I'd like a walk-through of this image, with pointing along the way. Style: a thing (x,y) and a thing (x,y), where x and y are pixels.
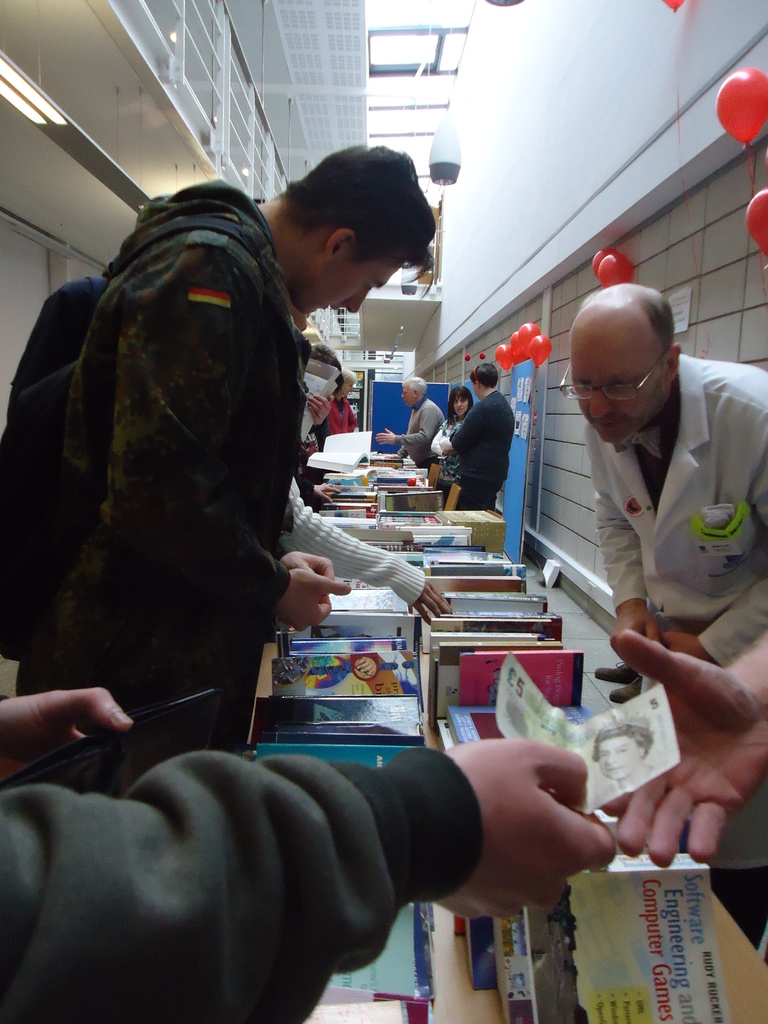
In this image it looks like a bookshop (436,521) in which there are few people (313,440) looking the books (360,521). On the right side (618,618) there are few people (459,450) standing on the floor (564,612). At the bottom (336,820) there is a person (358,774) giving money (556,741) to another person (727,705). There are red colour balloons (764,194) which are attached to the wall (695,238). At the top (434,168) there are lights (443,162) which are hanged to the roof (374,41). On the left side (206,73) top there are railings (212,95). In the middle (360,529) there are so many books (376,612).
